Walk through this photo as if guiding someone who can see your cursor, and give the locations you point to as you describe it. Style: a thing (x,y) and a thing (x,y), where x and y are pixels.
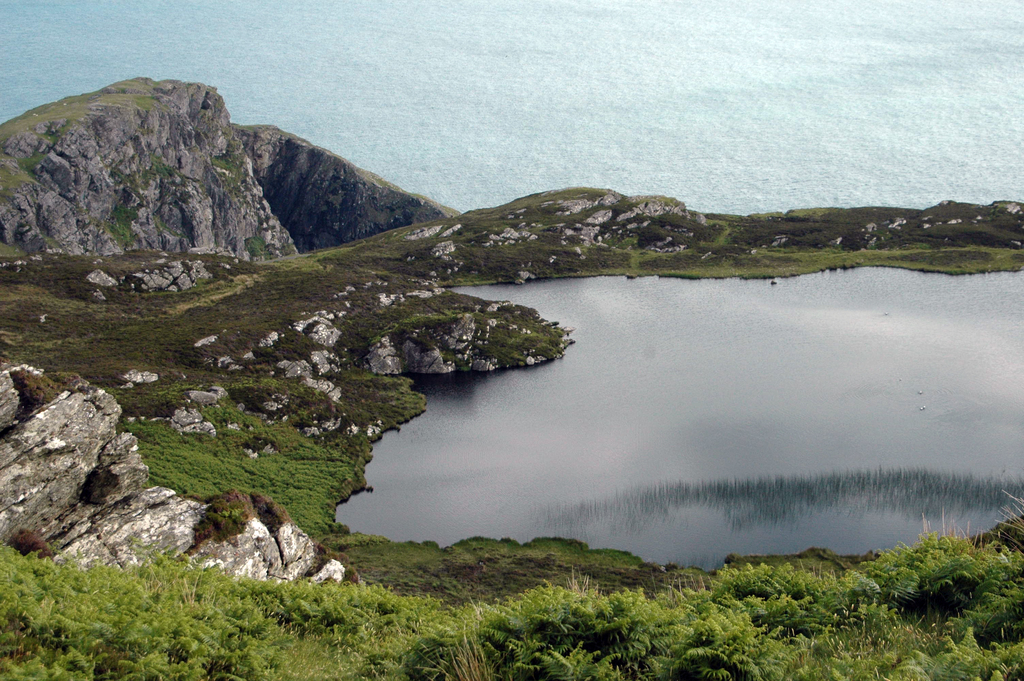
This image consists of grass (278,490), plants (283,504), water (506,483), stones (423,362) and rocks (297,145). This image is taken may be during a day may be near the ocean (663,144).
